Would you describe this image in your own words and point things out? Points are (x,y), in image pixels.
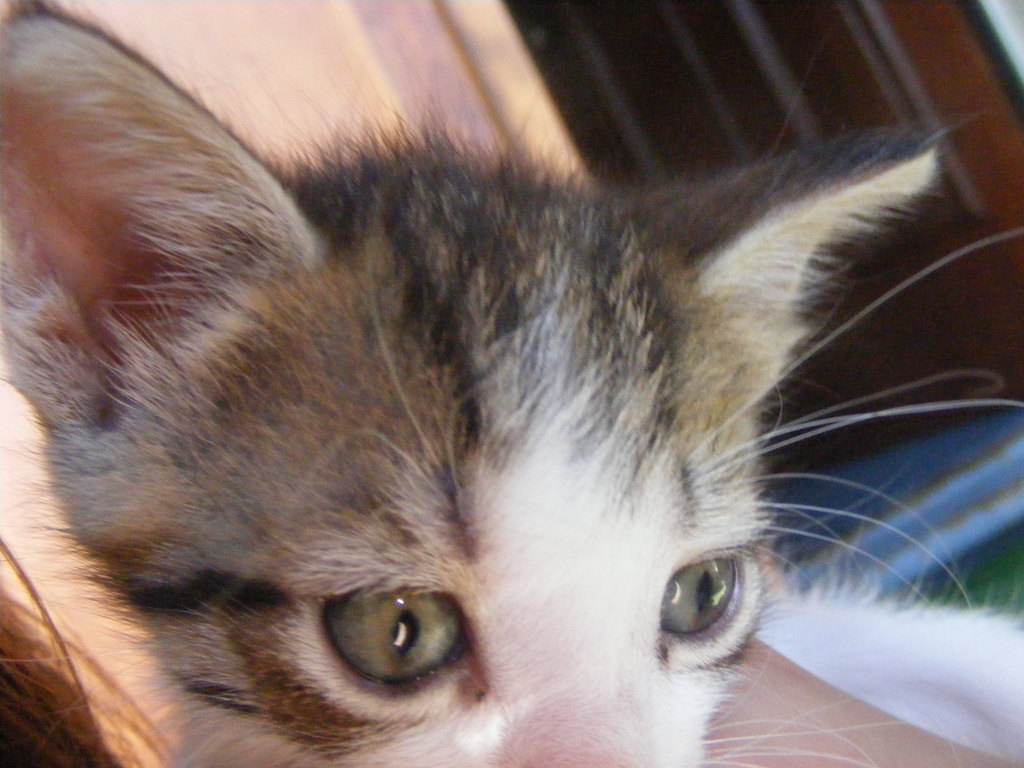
In the picture we can see face (557,394) of a cat (579,521) which is in brown and white color.
